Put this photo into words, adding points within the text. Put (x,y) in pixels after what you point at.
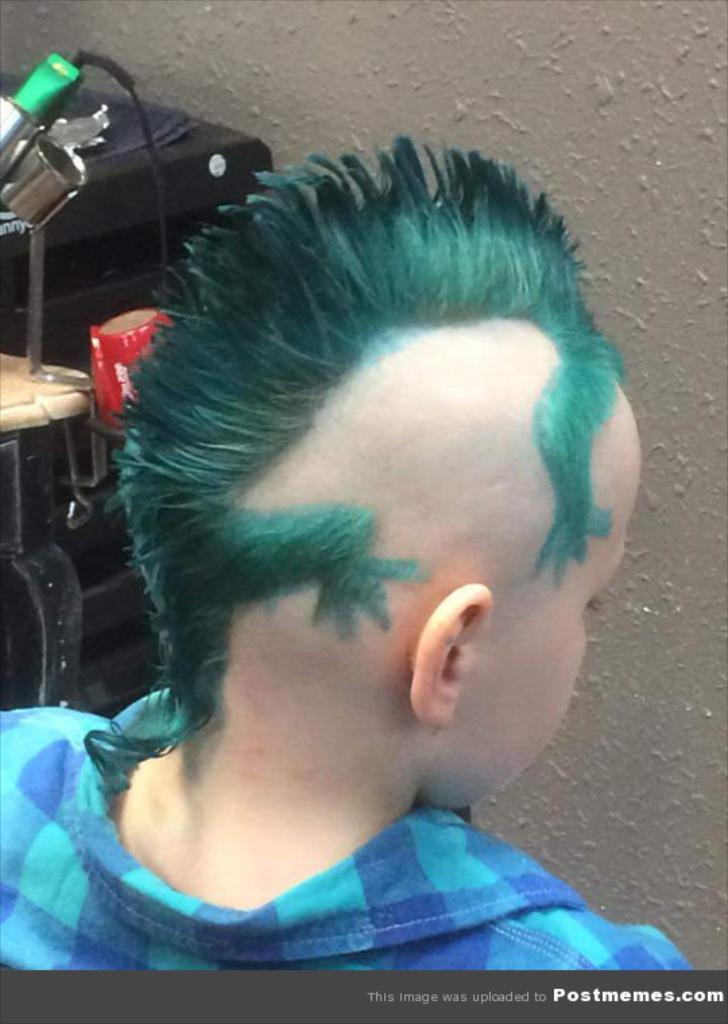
In front of the image there is a boy (319,387). Beside him there are some objects (158,249). In front of him there is a wall (665,810). There is some text (522,996) at the bottom of the image (530,1004).
